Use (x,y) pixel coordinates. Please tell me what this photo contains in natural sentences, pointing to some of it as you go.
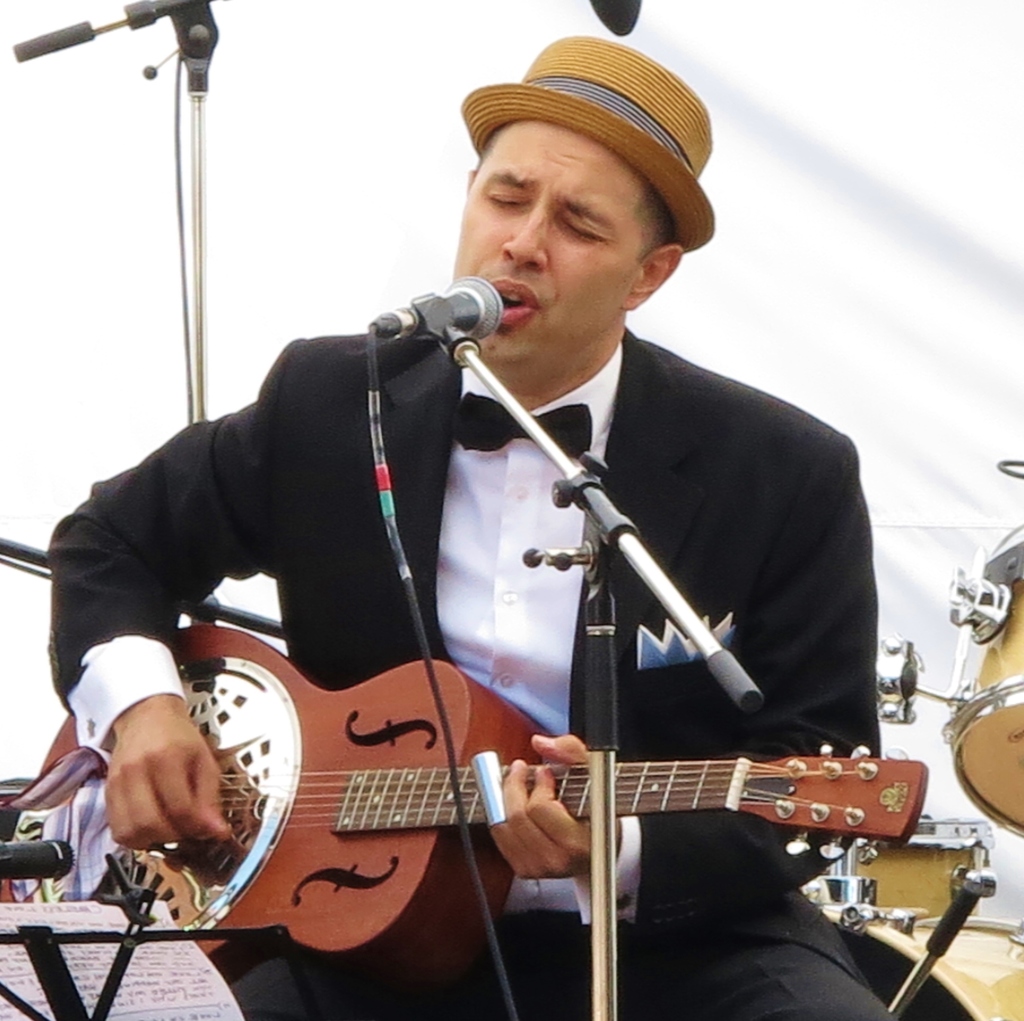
In this image i can see a person (532,298) holding a guitar (379,810) and his mouth (518,298) is open and in front (466,294) him there is a mike (483,301).
